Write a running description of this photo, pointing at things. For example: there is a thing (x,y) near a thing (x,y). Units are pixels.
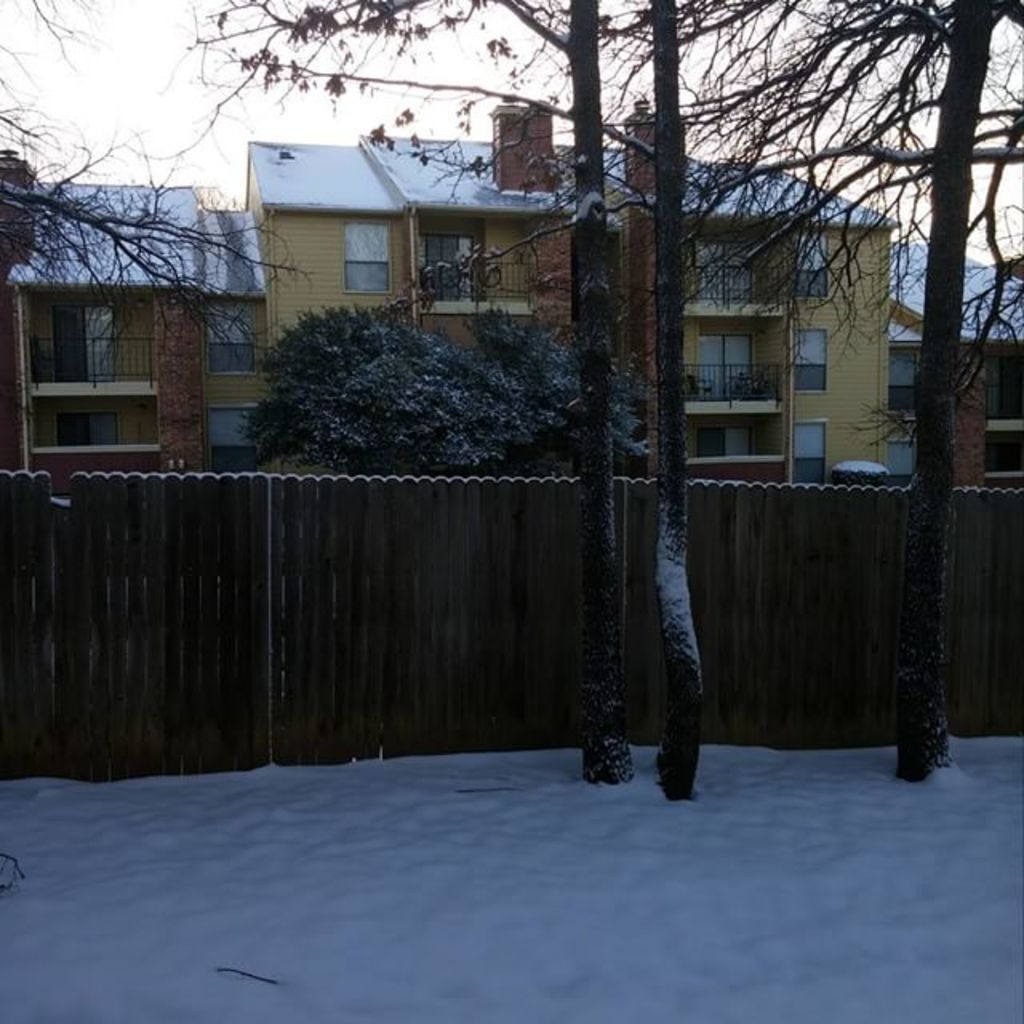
These are the houses (238,296) with the windows (381,230). I can see the trees (657,131). This looks like a wooden fence (504,556). I think this is the snow (682,881). This looks like the sky (152,73).
